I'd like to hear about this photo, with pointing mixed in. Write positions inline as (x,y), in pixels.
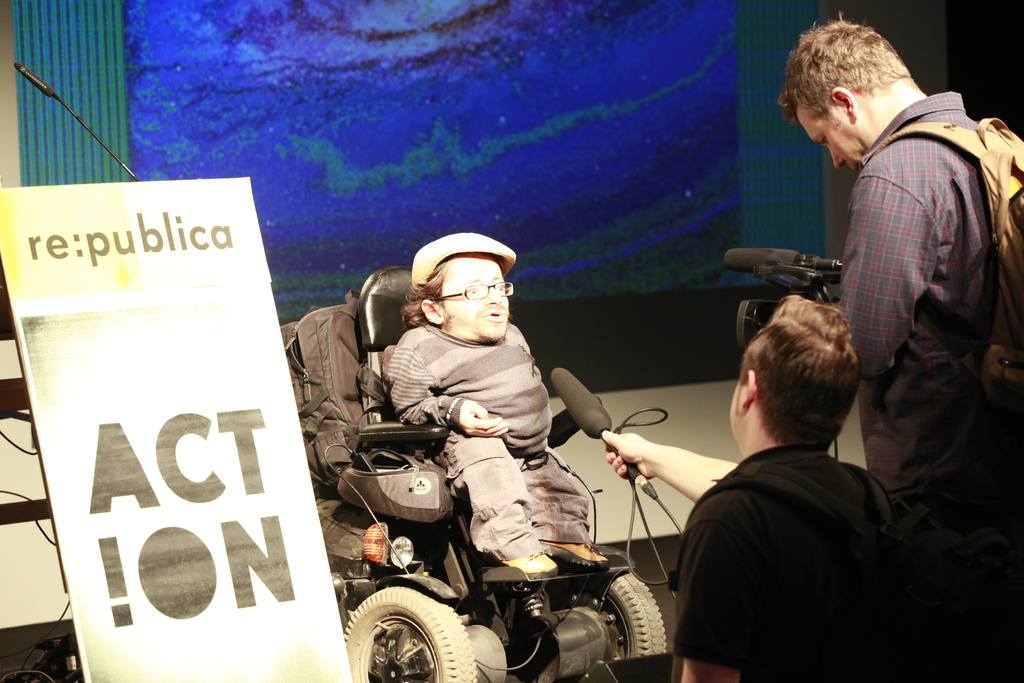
There is one person (472,367) sitting in a vehicle (462,541) in the middle of this image (472,451), and there is a board (200,447) on the left side of this image (163,422). There is a wall poster (552,124) in the background (480,154). There are two persons (759,358) on the right side of this image (751,384). The person (876,261) standing on the right side (917,229) is holding a camera (785,263), and the person (729,535) at the bottom (744,525) is holding a Mic (632,465).
